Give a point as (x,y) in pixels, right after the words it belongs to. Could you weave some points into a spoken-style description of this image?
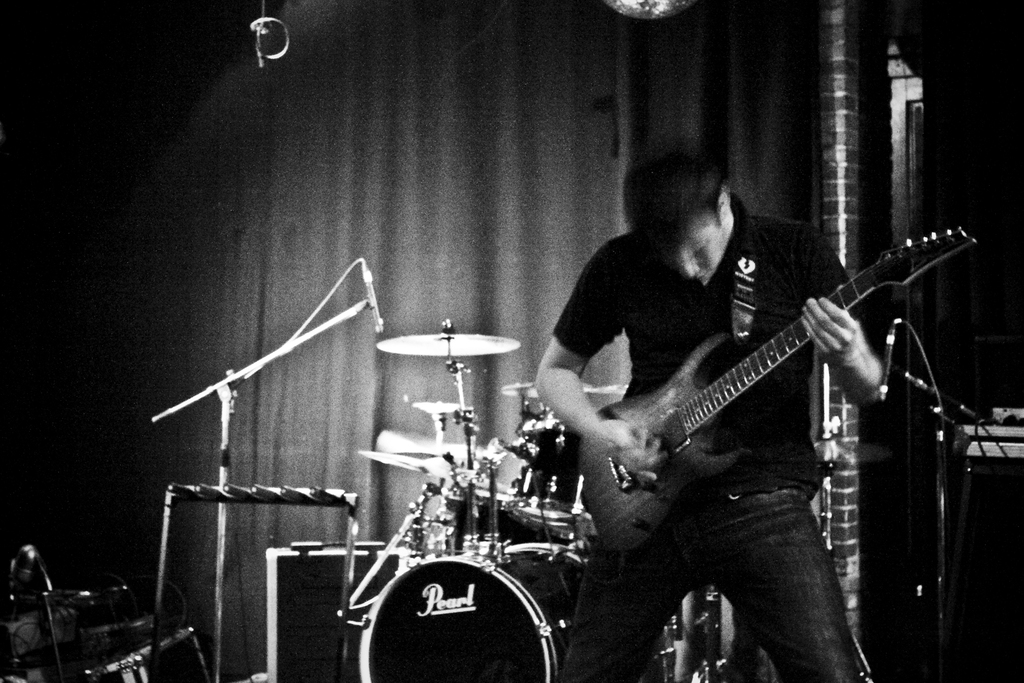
In this picture we can see one person (782,423) is playing guitar (648,504), behind we can see so many musical instruments (511,515).
